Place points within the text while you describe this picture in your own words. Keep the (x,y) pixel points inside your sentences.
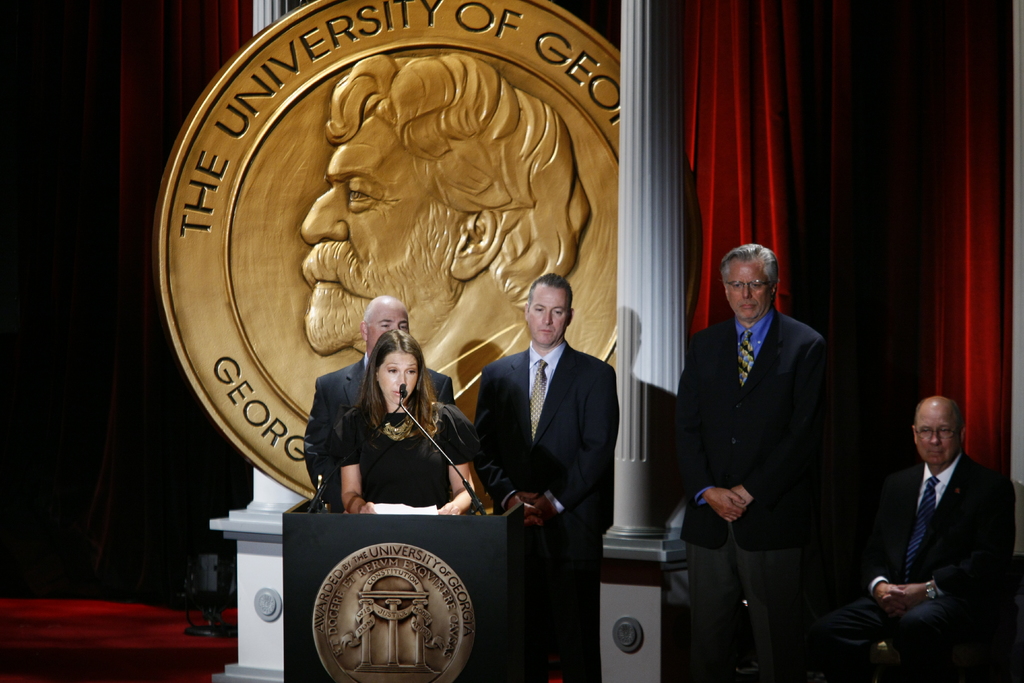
In this image we can see four persons (688,412) are standing and there is a man (952,500) sitting on the chair (883,661). Here we can see a mike (313,511), podium (356,566), pillars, coin (530,231), and other objects (202,557). In the background (181,10) we can see curtains (882,216).
